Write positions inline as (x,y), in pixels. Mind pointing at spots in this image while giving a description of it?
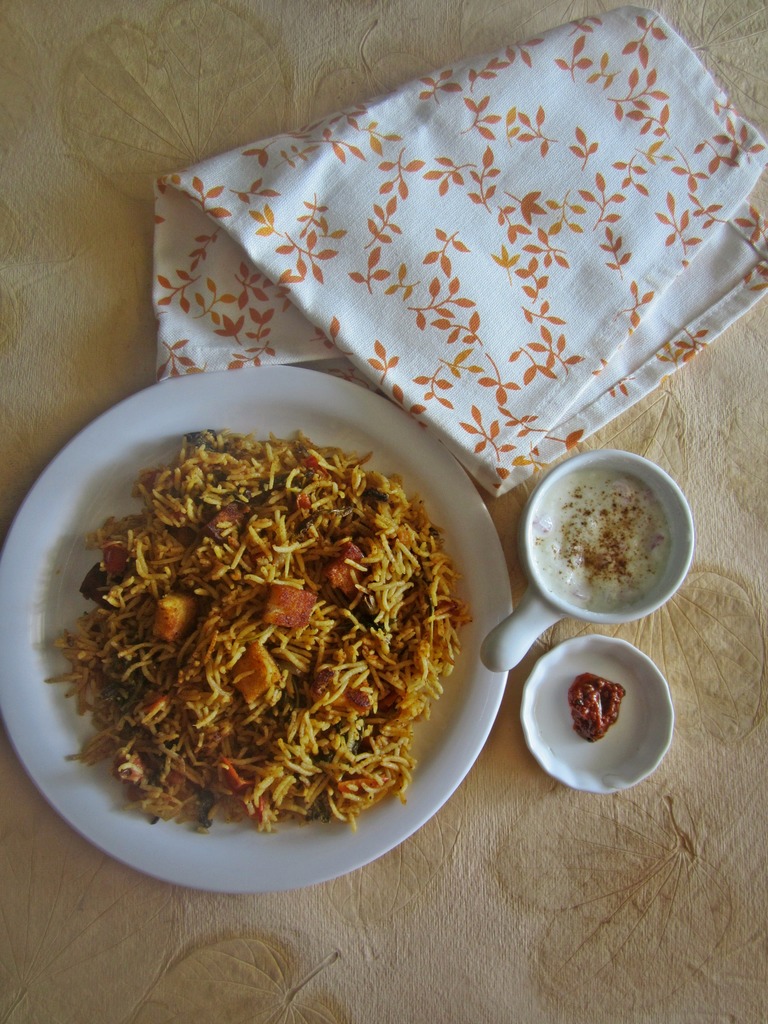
In the image there is rice (314,586) in a plate (16,704) with a pickle (596,701) beside it on a small plate (607,663) and a bowl (601,593) of yogurt (639,518) along with a napkin (401,131) on a table (499,779).
